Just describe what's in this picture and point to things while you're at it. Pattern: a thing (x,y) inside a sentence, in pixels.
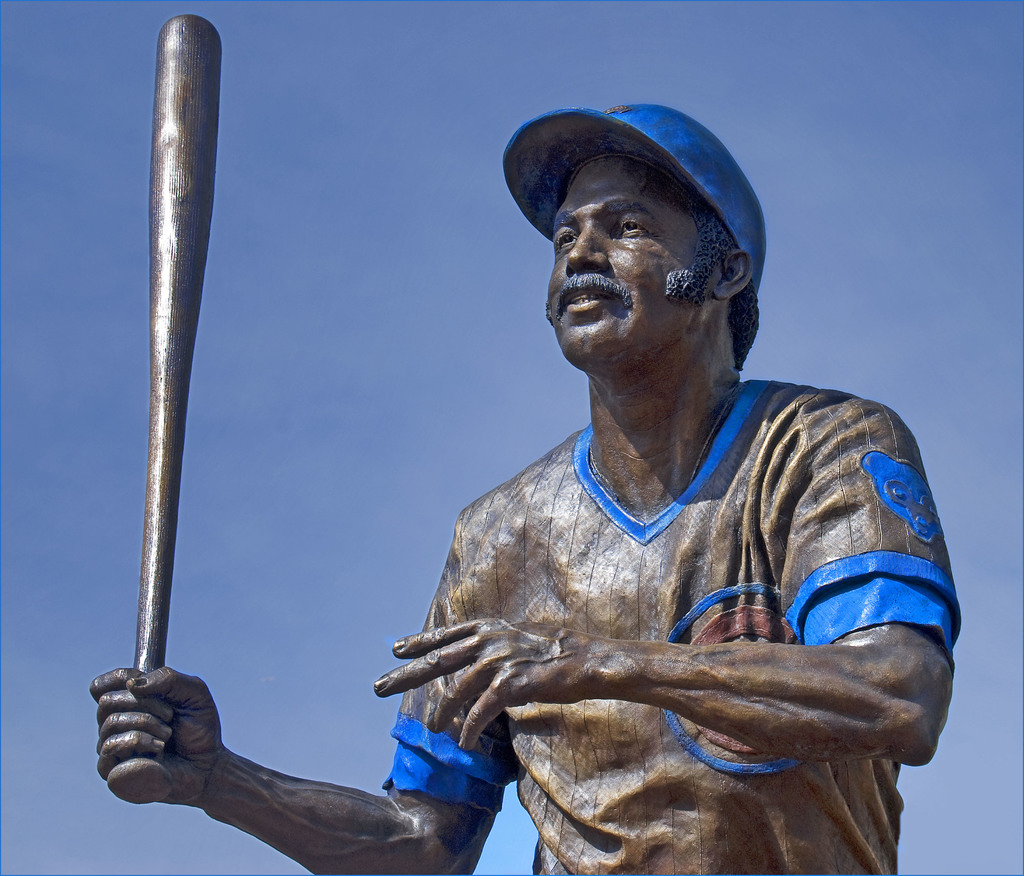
In this image we can see there is a statue (658,615) of a person (650,612) holding baseball bat (195,93).
